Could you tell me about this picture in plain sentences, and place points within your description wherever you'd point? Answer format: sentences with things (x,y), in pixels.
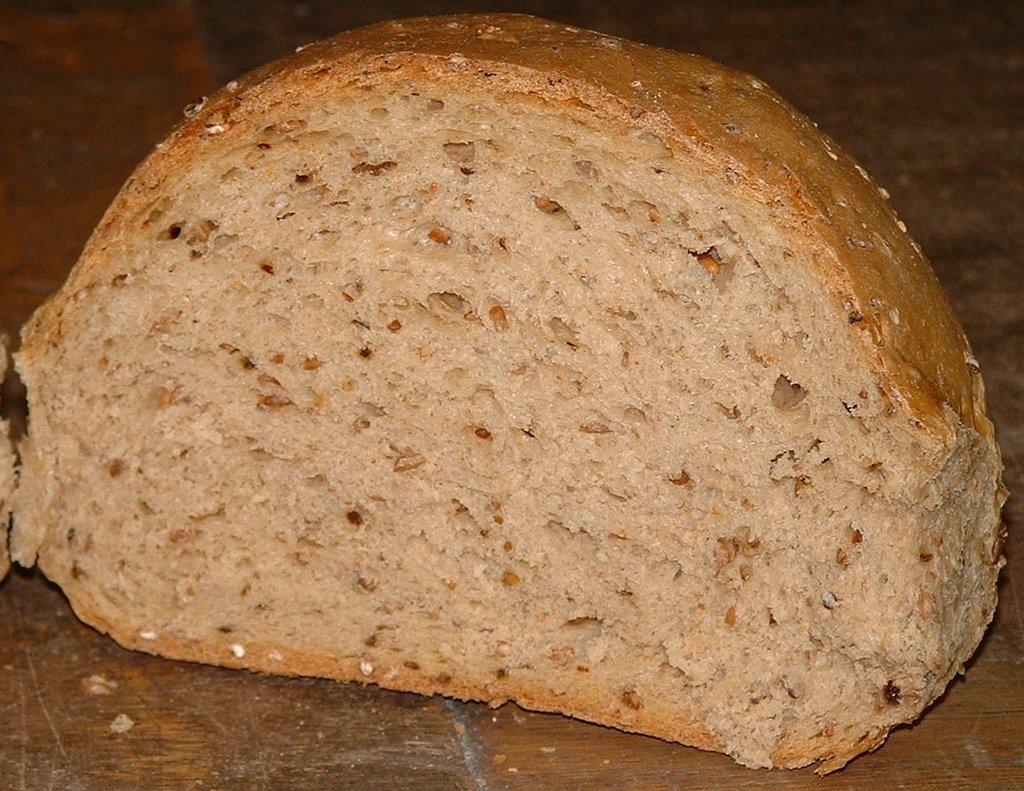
In this picture, we see a sourdough bread (469,341). It might be placed on the table (309,704). In the background (125,123), it is brown in color and this picture is blurred in the background (54,191).
